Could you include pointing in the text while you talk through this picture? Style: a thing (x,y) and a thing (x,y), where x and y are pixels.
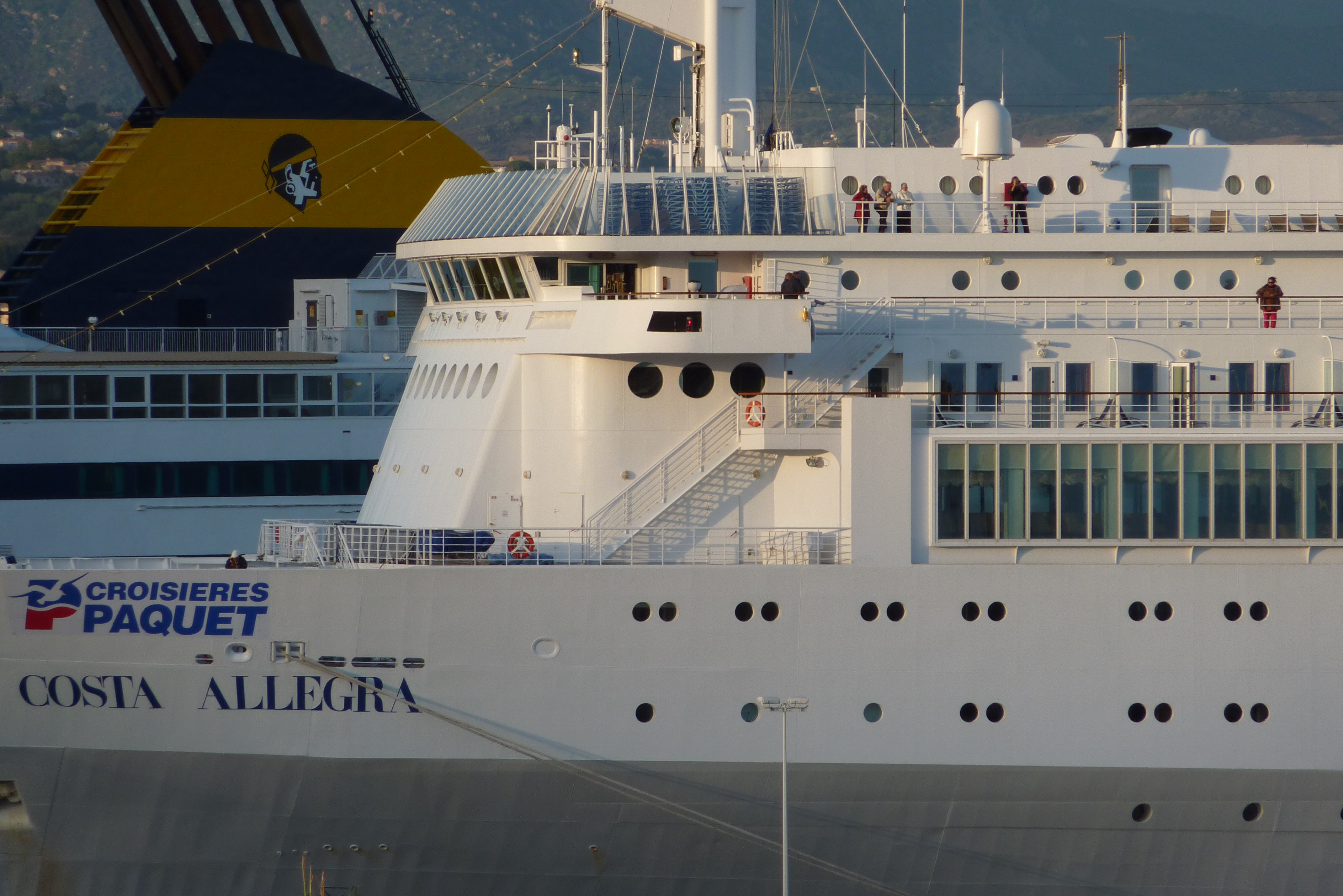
In the image there is a huge boat (411,822) with few persons (883,194) standing above it and behind it there is another boat (119,242) and above its hills (1192,55).
